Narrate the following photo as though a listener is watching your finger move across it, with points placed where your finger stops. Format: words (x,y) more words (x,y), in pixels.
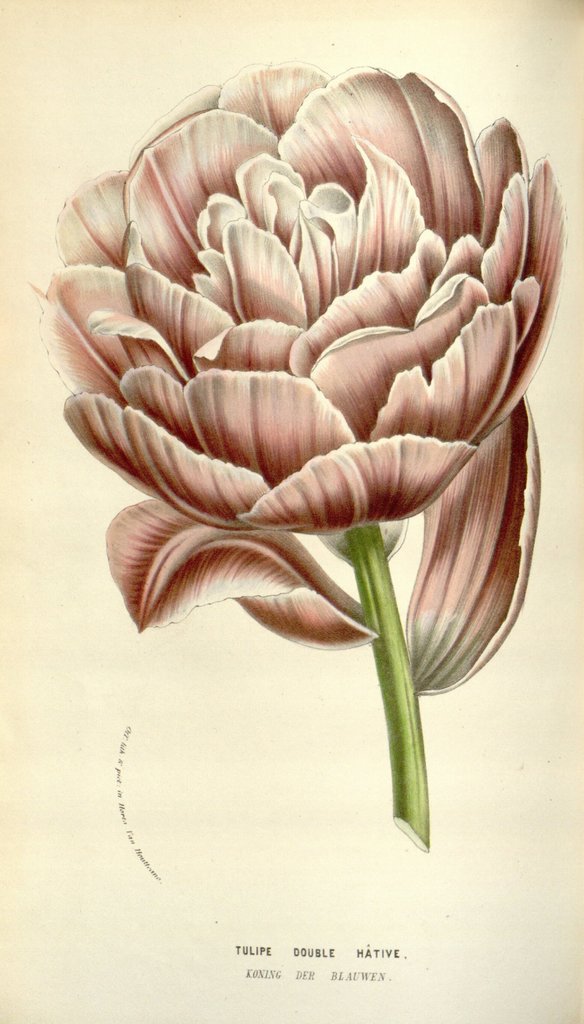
In this picture I can see a painted flower (443,636) and its stem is in green color.
